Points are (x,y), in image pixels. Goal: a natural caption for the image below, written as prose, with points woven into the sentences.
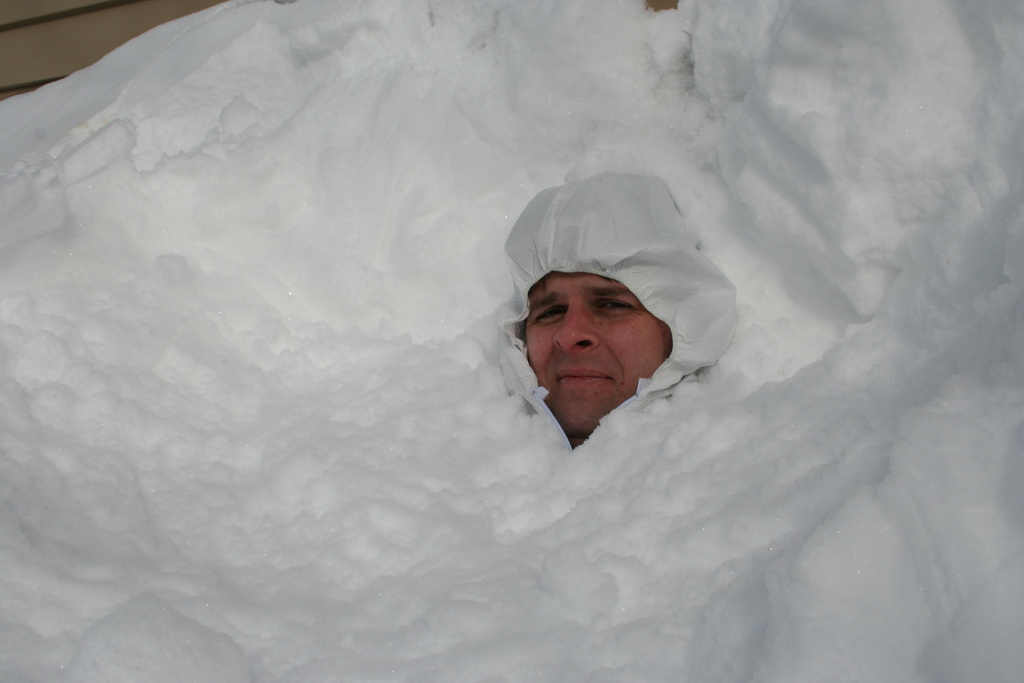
This image consists of a man (596,381). It looks like he is in the snow (376,292). And wearing a white cap (667,266).
